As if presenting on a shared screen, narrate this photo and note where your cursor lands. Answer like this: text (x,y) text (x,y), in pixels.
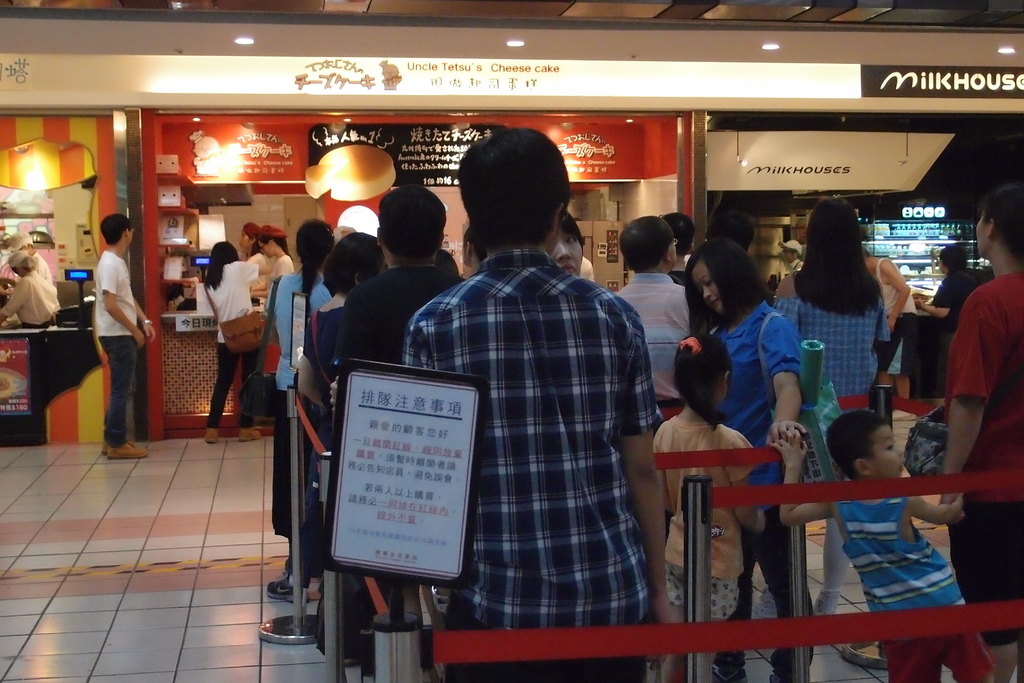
In this picture there are people (982,213) and we can see board (430,390), stanchion barriers (843,493) and floor (199,438). In the background of the image (340,161) we can see shops (10,127), lights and boards (465,102).
